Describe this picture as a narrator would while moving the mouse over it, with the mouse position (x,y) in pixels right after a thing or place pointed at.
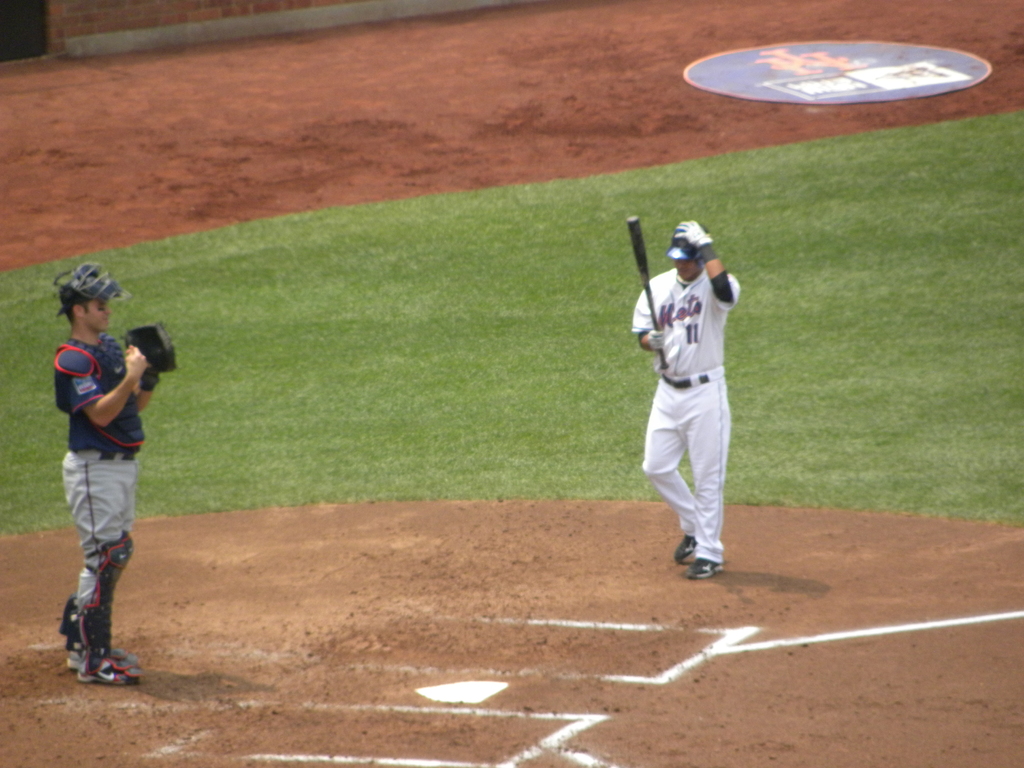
In this image there are two persons (112,623) standing on the ground (583,326), a person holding a baseball bat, and in the background (886,79) there is a board (926,62) on the ground (378,144).
